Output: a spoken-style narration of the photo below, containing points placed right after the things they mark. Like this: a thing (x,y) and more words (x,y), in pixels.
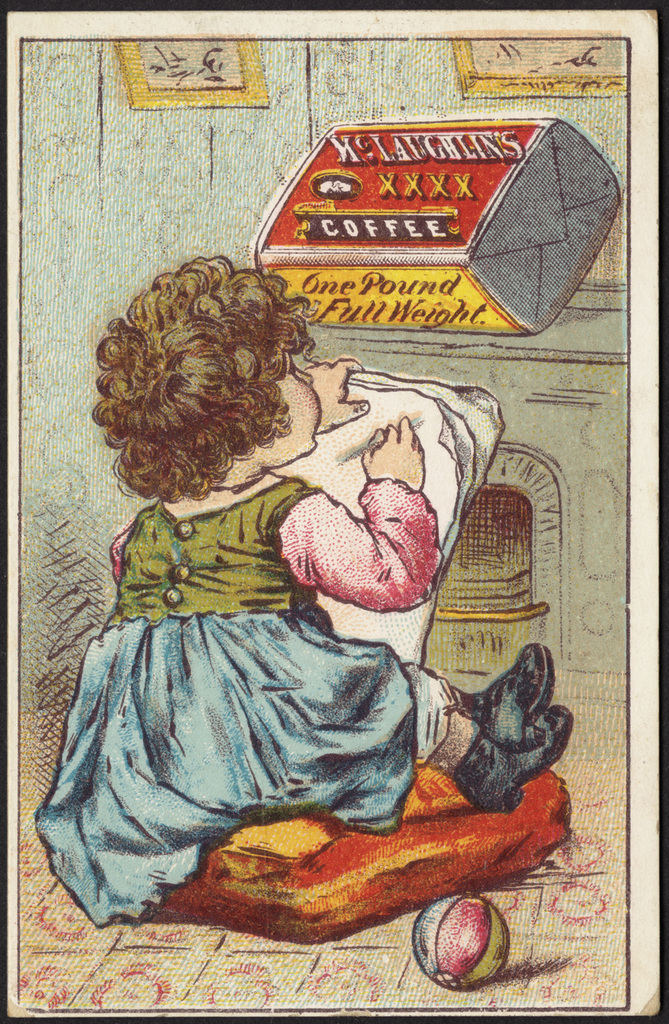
In this image I see the depiction of a girl (209,450) who is sitting and holding papers (457,425) in her hands (387,472) and I see the ball (434,929) over here. In the background (102,446) I see the wall (92,92) and I see something is written on this thing (400,220).
